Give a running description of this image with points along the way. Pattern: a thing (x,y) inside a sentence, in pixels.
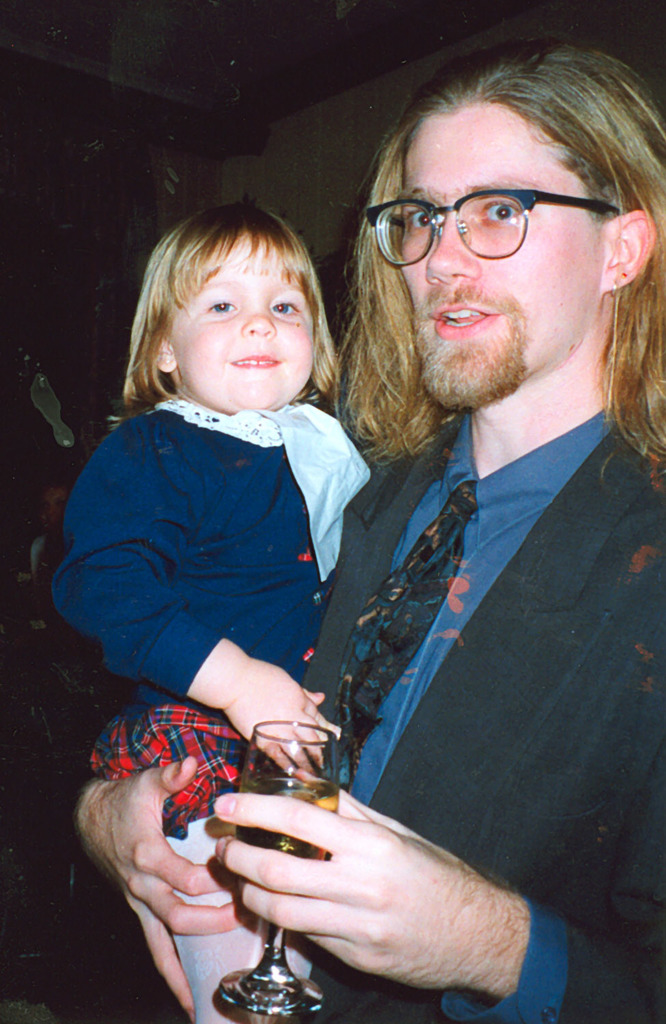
Here this man (513,423) is holding a baby (266,528) and glass (295,780). He is wearing a dark color suit (520,570) and tie (424,582). He is wearing a spectacle (518,209). In the background (320,126), this is the wall (312,155).
